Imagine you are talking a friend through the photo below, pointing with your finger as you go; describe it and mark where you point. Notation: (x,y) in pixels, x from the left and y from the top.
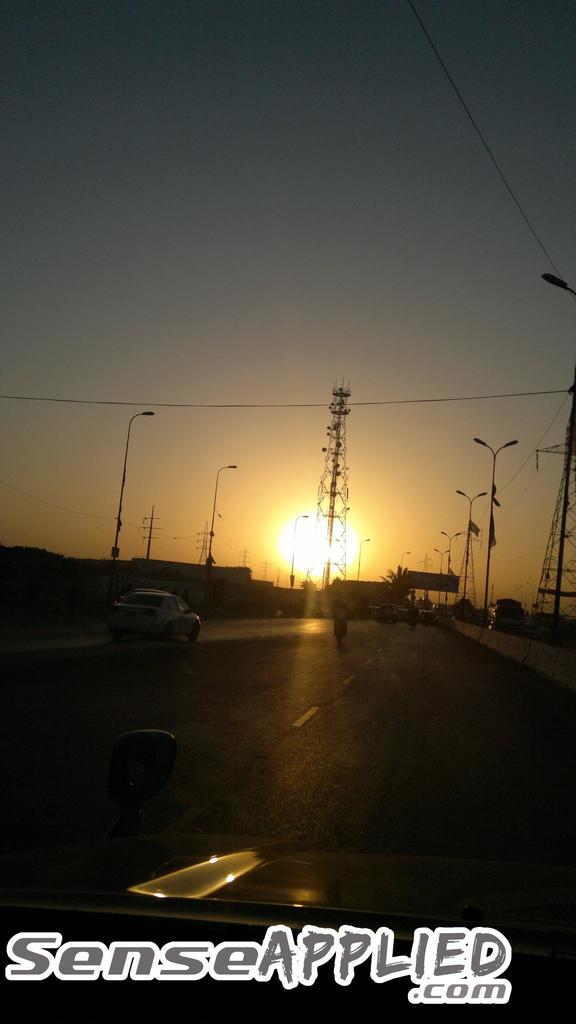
In this image there are vehicles (139,592) on a road (317,660), on either side of the road (245,623) there are light poles (451,535), towers (462,564), in the background (325,535) there is the sky (348,516) and the sun (319,541), at the bottom (364,936) there is some text (192,964).
